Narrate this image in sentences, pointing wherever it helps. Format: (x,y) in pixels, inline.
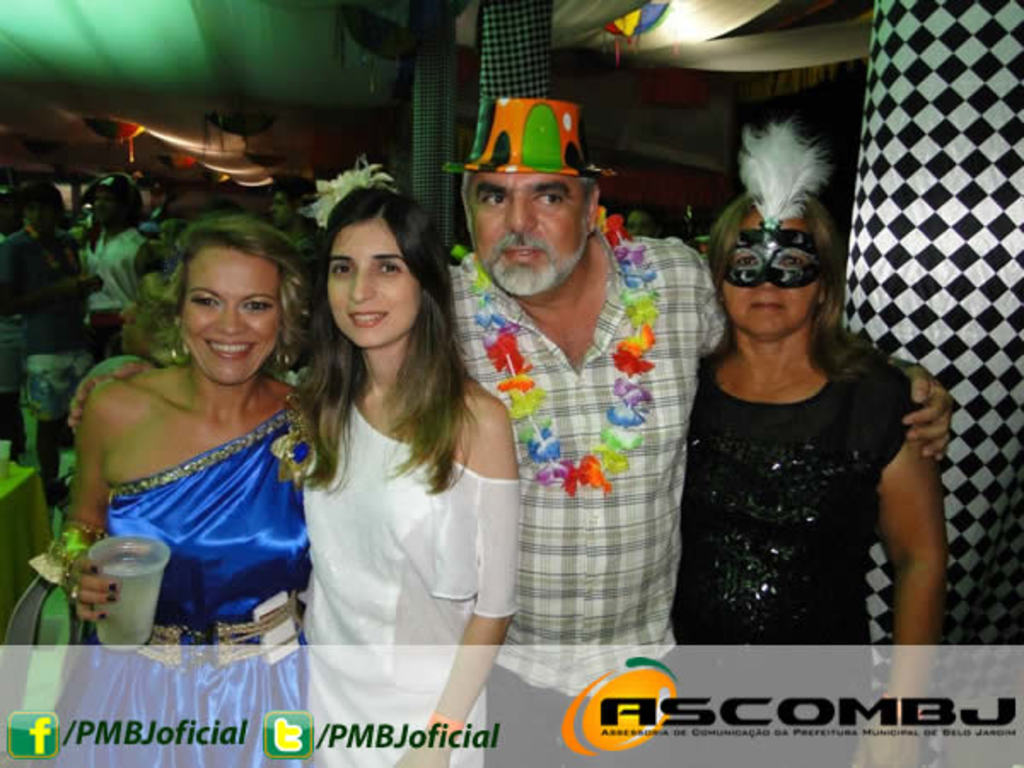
In this picture we can see a glass (156,570), cap (531,111), mask (748,262), garland (621,424), pillars (902,108) and four people (621,337) standing and smiling and at the back of them we can see a group of people (125,223), lights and some objects (225,180).
